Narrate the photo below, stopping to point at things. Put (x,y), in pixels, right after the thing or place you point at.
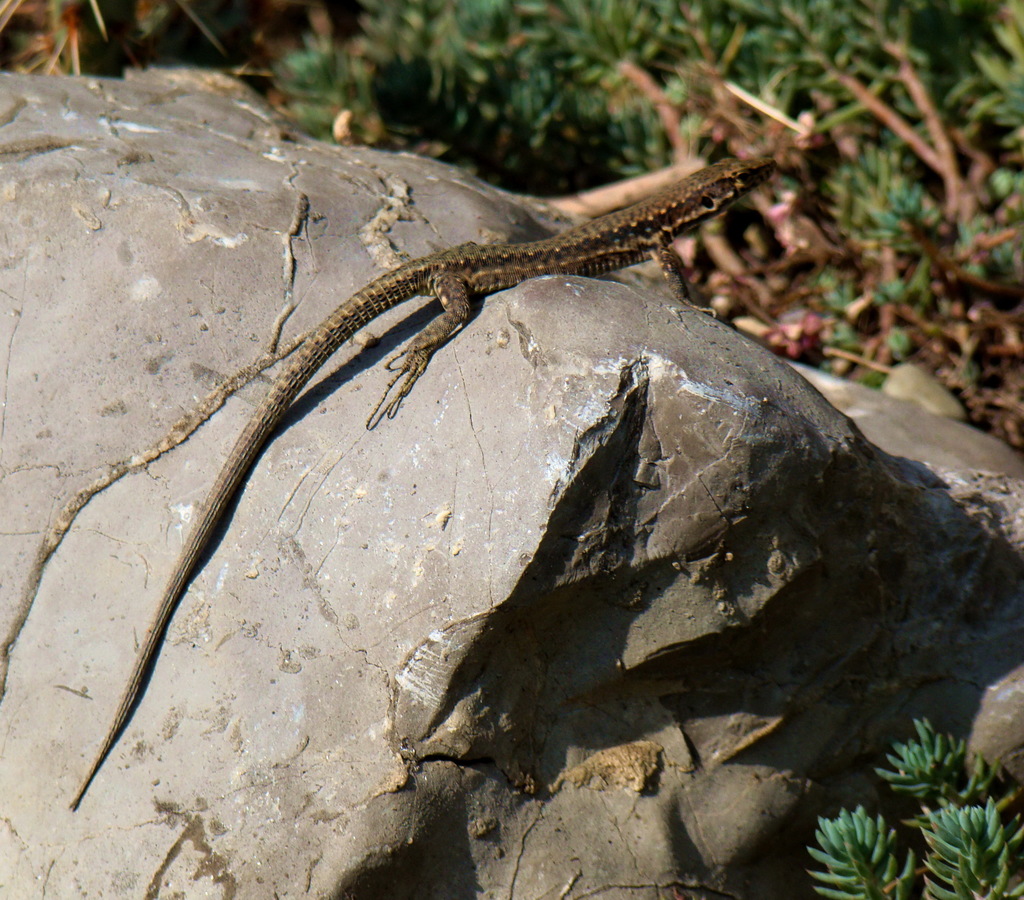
In the middle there is one reptile (164,630) which is on this rock (368,256).
